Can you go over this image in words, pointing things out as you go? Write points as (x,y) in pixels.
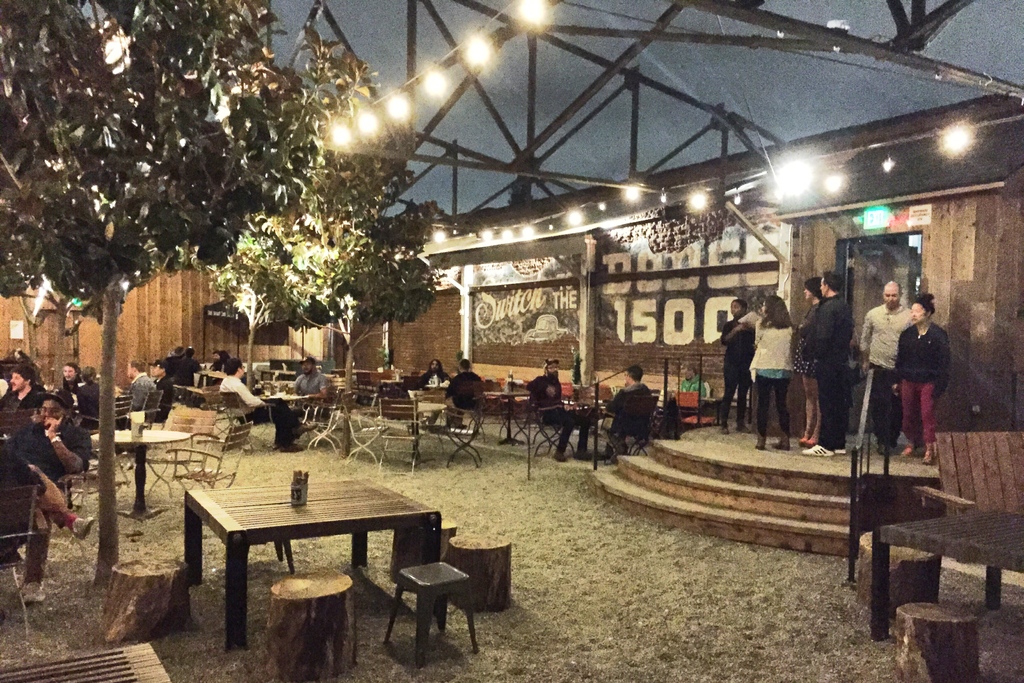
In this image, on the ground (616,554) there is gravel (620,606) and in the left side of the image (192,580) there is a table (408,499) in black color and there some people (69,453) sitting on the chairs (167,417), In the right side of the image (833,366) there are some people (921,402) standing on the floor (772,439).
